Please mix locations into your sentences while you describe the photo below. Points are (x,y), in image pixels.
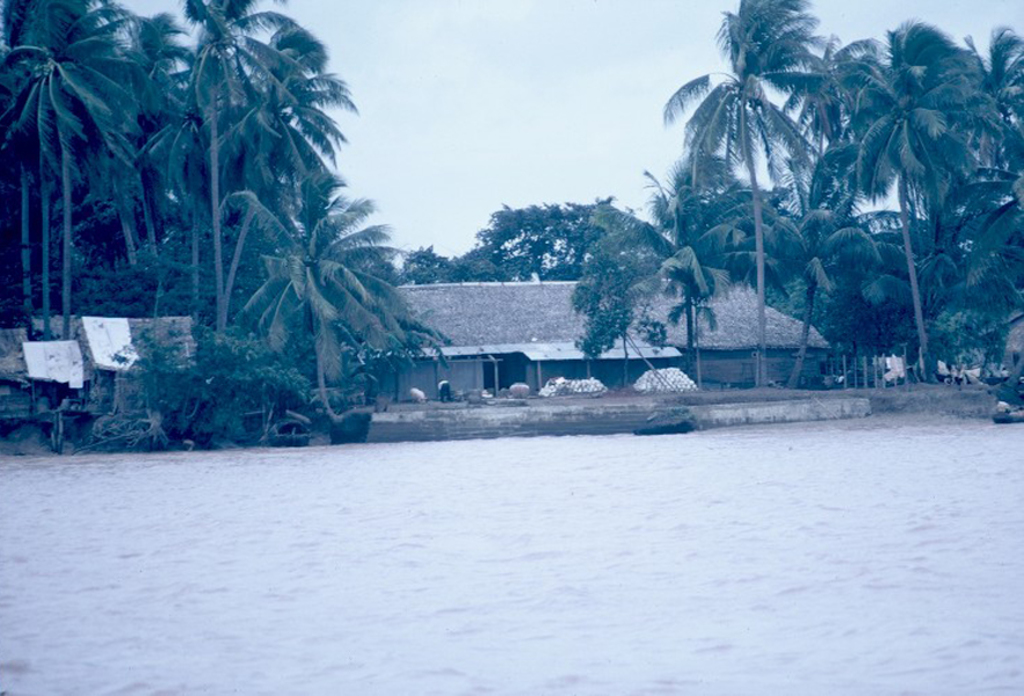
There is water (349,476). In the back (234,258) there are trees (167,261), house (457,314) with pillars (494,359) and sky (557,132).
